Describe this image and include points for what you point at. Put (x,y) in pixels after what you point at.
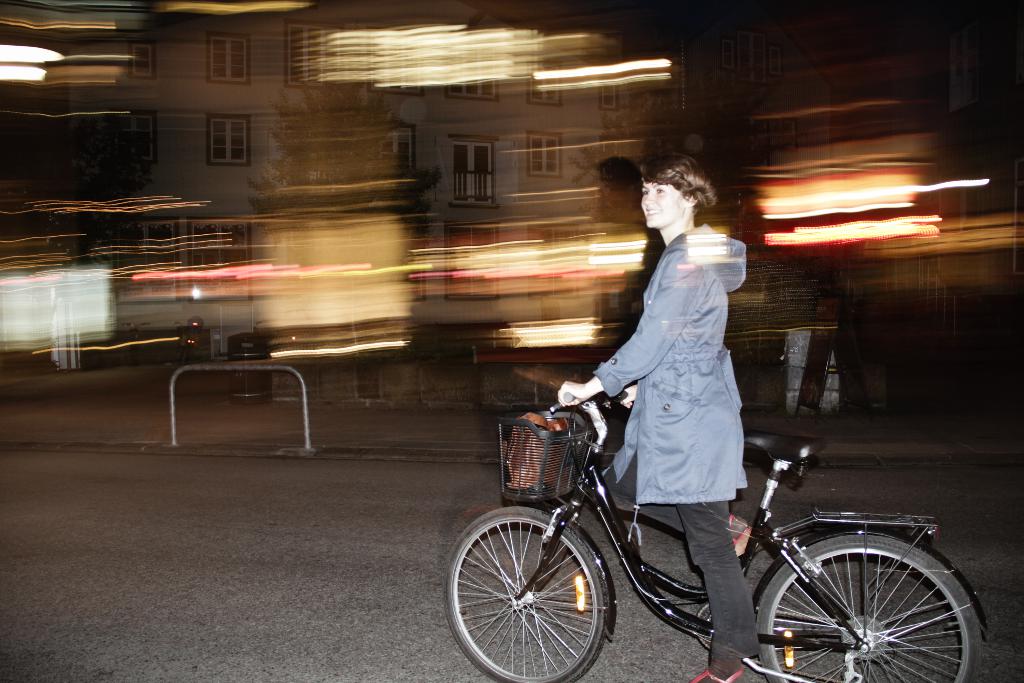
In the right middle of the image (779,441), there is a woman (749,644) riding a bicycle (508,525). In the background (595,315), there are buildings (783,42) and trees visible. This image is taken during night time on the road (360,543).
